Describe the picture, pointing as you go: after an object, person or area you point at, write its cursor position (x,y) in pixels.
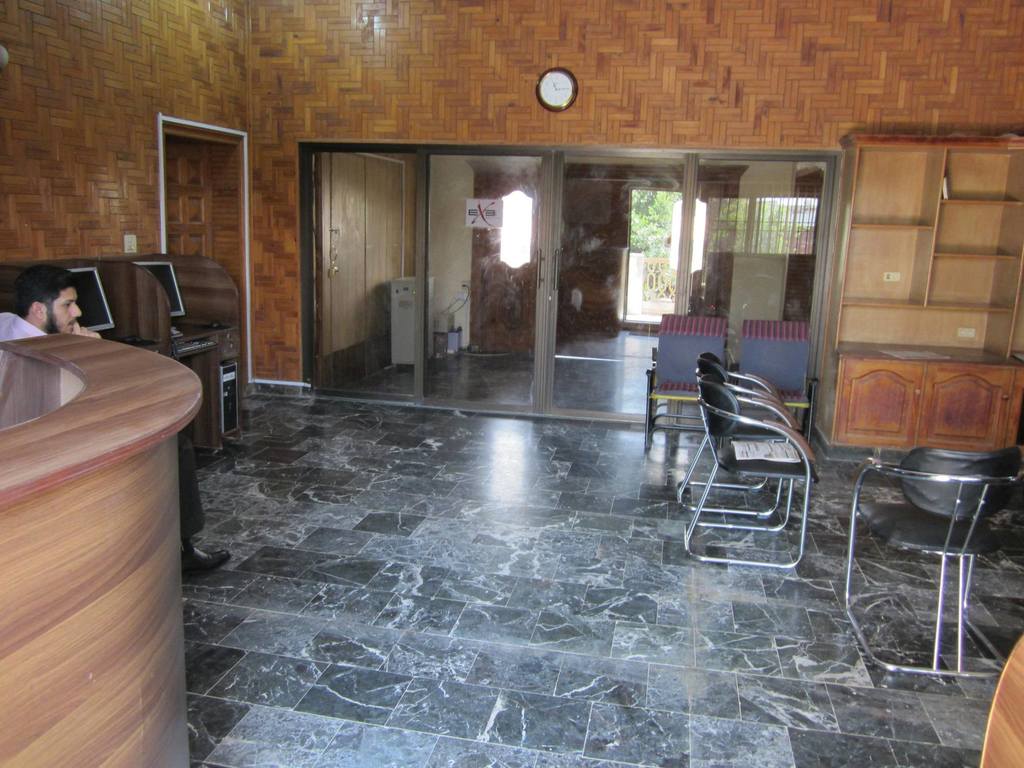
In the background of the image (479,392) there is a glass door (497,396). There is a wall (445,54) on which there is a clock (540,90). There are chairs (770,420). To the right side of the image (846,437) there is a cupboard (891,426). To the left side of the image (96,358) there is a counter (59,349). There is a person (72,328) sitting. There are computer stands (139,331). To the left side of the image (218,128) there is a door (208,161). At the bottom of the image (379,643) there is a flooring (363,649).
